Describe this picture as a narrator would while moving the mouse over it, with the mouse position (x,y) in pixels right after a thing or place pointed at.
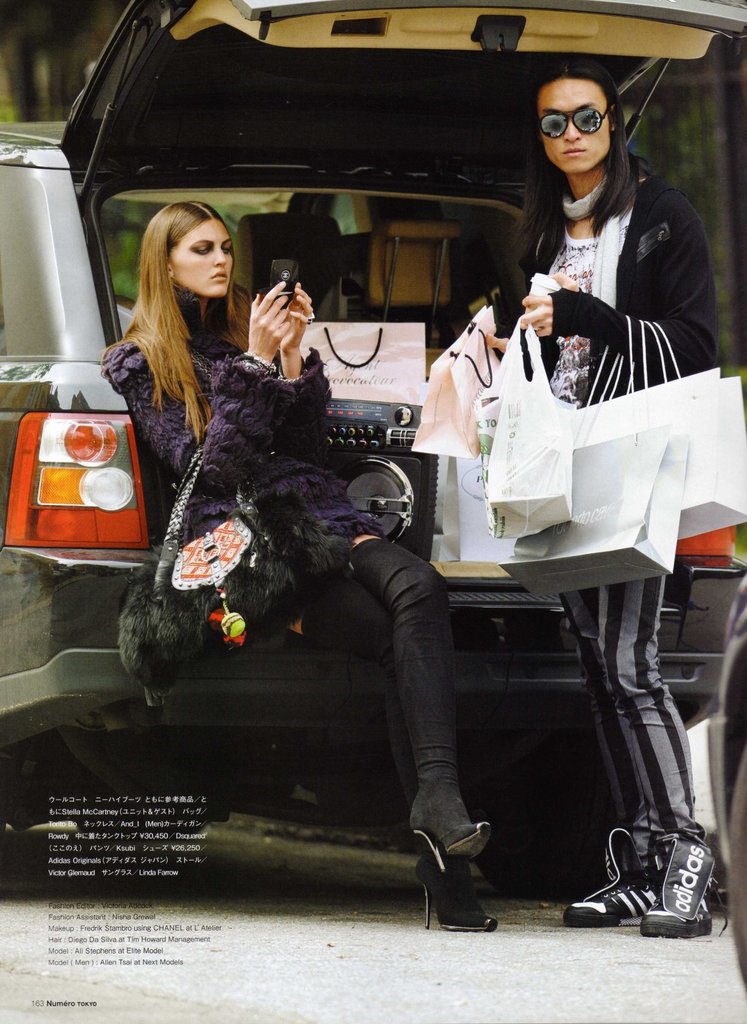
There is a woman (341,514) sitting. Beside her, there is a man (559,132) standing and holding bags (632,403). In the background (213,87), there is a car (83,551).
